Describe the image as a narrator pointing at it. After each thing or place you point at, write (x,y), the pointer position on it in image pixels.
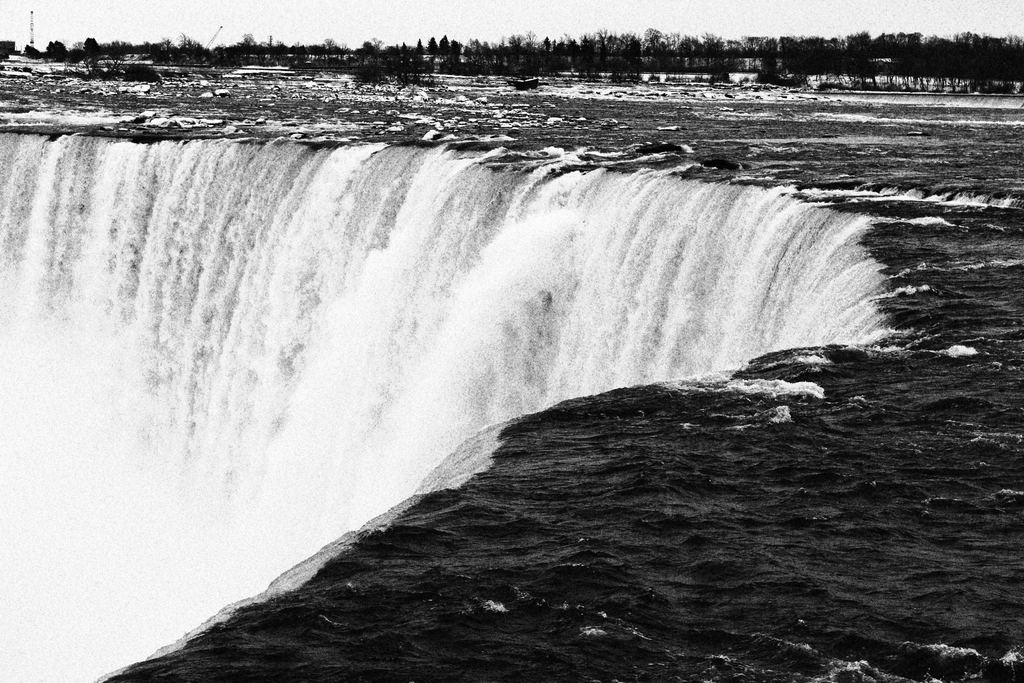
In this image in the center (528,277) there is a waterfall (537,290). In the background (851,68) there are trees (236,50).
